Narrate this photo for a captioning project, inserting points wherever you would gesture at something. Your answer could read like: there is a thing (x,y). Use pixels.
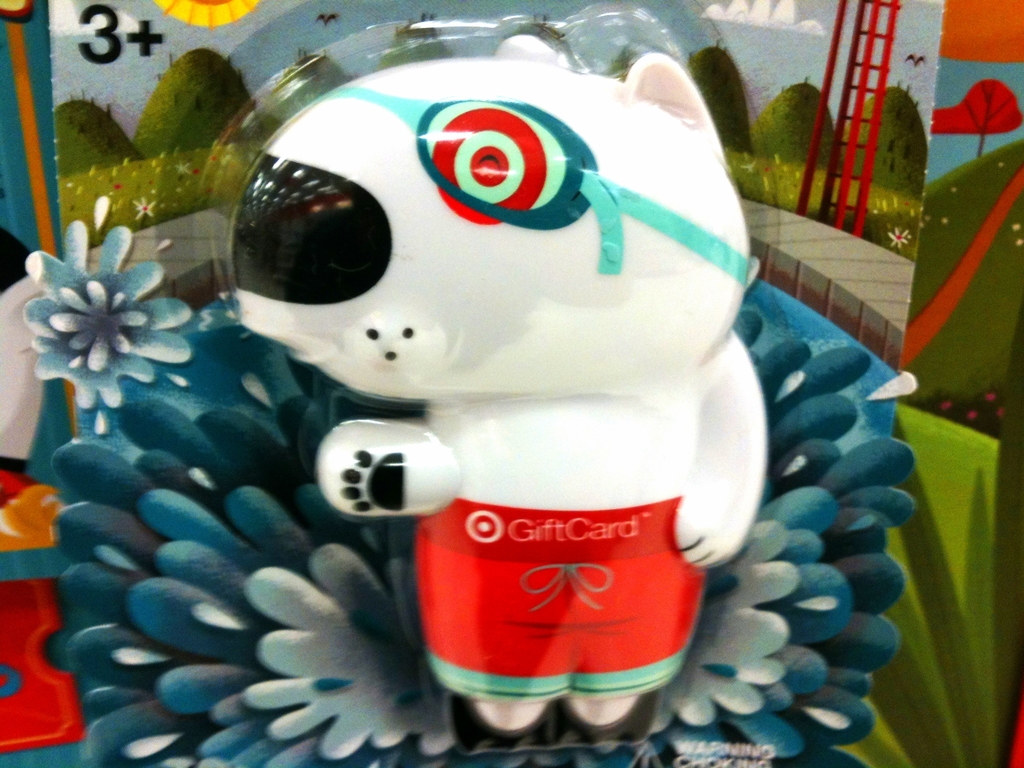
In this image I can see a white color toy (554,273) on which I can see some text (539,533). In the background (144,185) there is a board (144,185) on which there are some paintings (837,289).
